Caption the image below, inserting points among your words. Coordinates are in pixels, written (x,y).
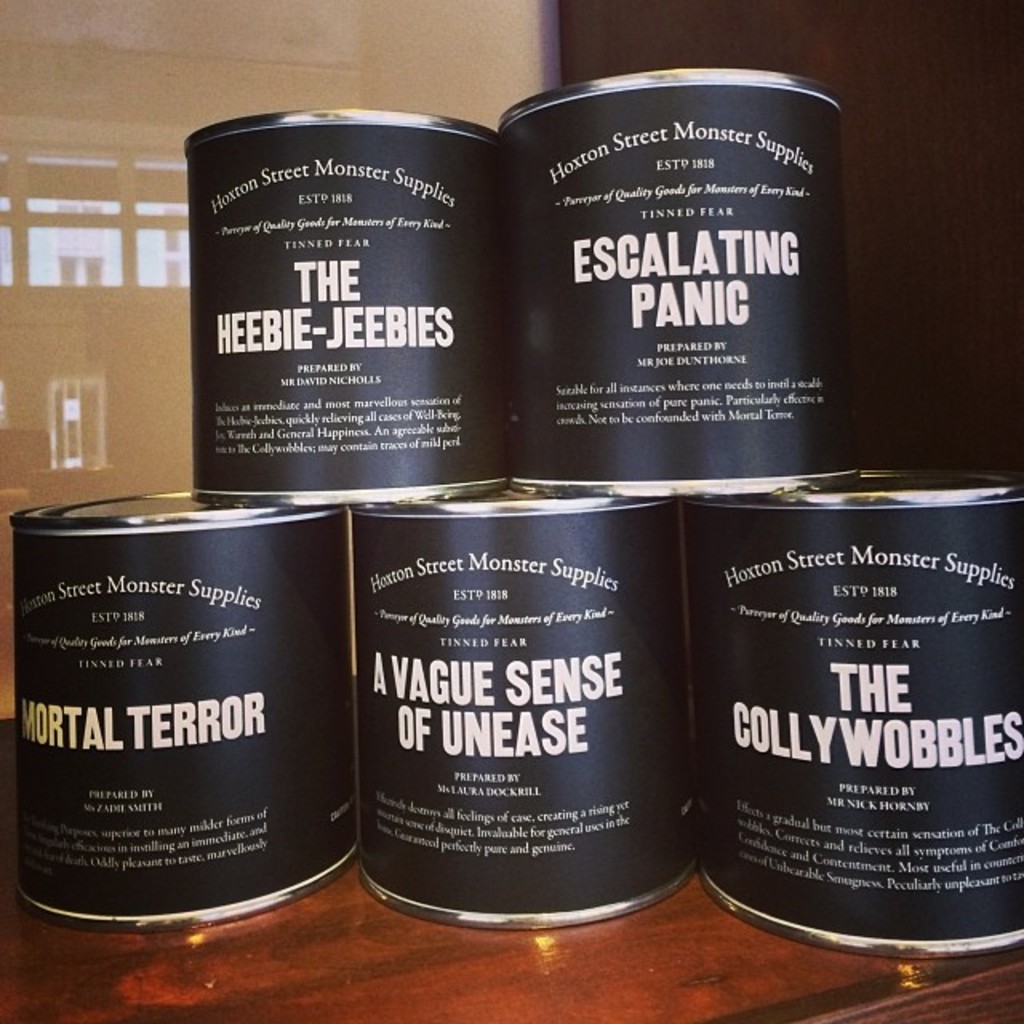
In this picture we can see five tins (806,687), there is some printed text (235,701) on these tins (350,442), at the bottom (620,995) there is wooden surface (585,979).
